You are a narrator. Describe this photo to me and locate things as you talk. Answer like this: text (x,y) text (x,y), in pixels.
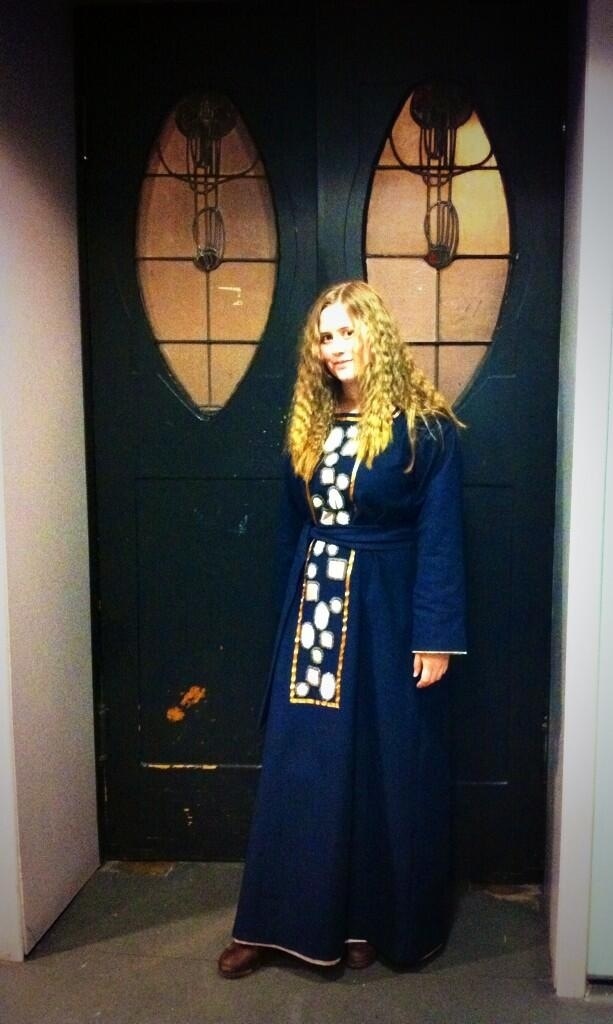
There is a woman (393,776) standing and smiling and we can see wall (69,598), behind this woman (297,440) we can see door (275,522) with glass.
